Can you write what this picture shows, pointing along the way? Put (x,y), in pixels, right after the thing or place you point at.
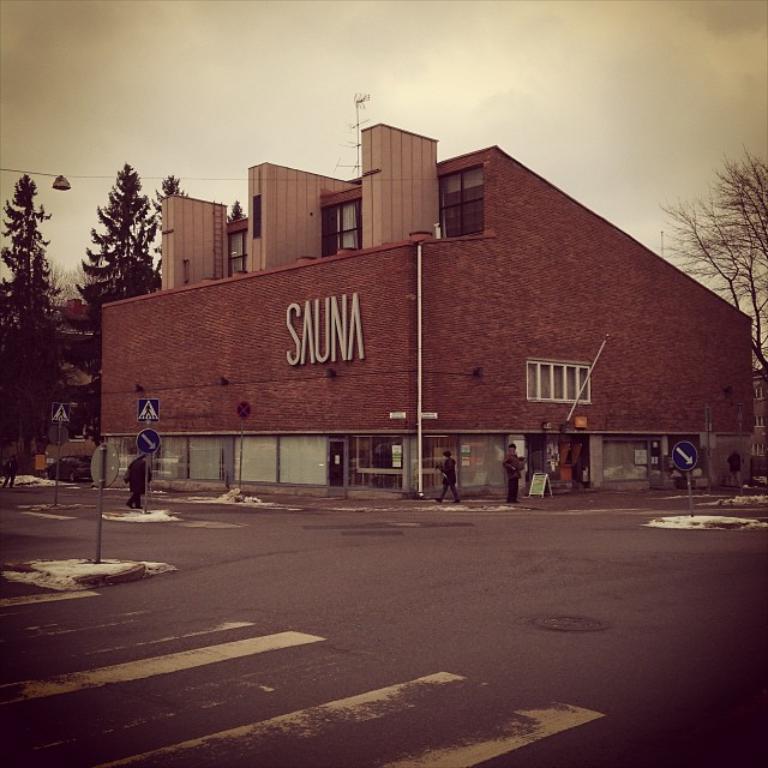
In this image there is a road (353,653) at the bottom (318,644). In the middle (343,354) there is a building (360,357). There are trees (46,326) on either side of the building (426,317). There are sign boards (105,476) on the footpath (450,500). There are few people (510,472) walking on the footpath (479,501).
